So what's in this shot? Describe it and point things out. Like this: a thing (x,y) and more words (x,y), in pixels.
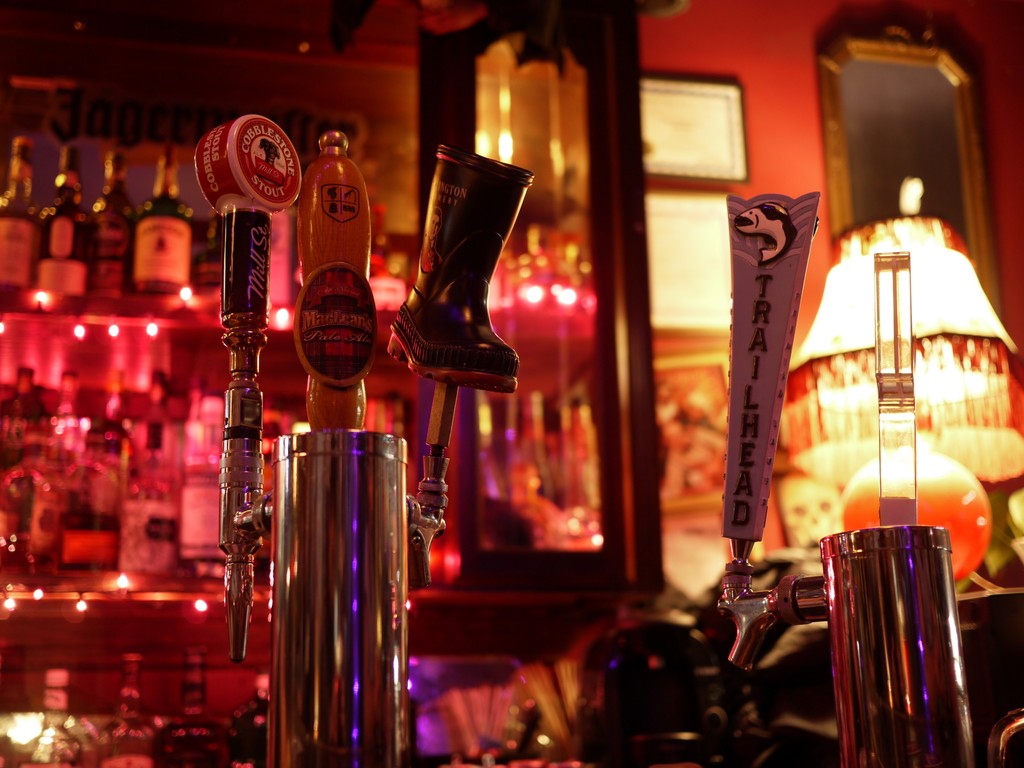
In this image, in the middle (361,506) there is a beer filter (356,471) with a taps (249,496) beside it and to the right side (930,337) there is a lamp (928,371) and at the background (127,264) there are wine bottles (112,200) which are kept on the shelves (104,311). To the right bottom (881,597) there is a filter (837,622) with a tap (808,580).
